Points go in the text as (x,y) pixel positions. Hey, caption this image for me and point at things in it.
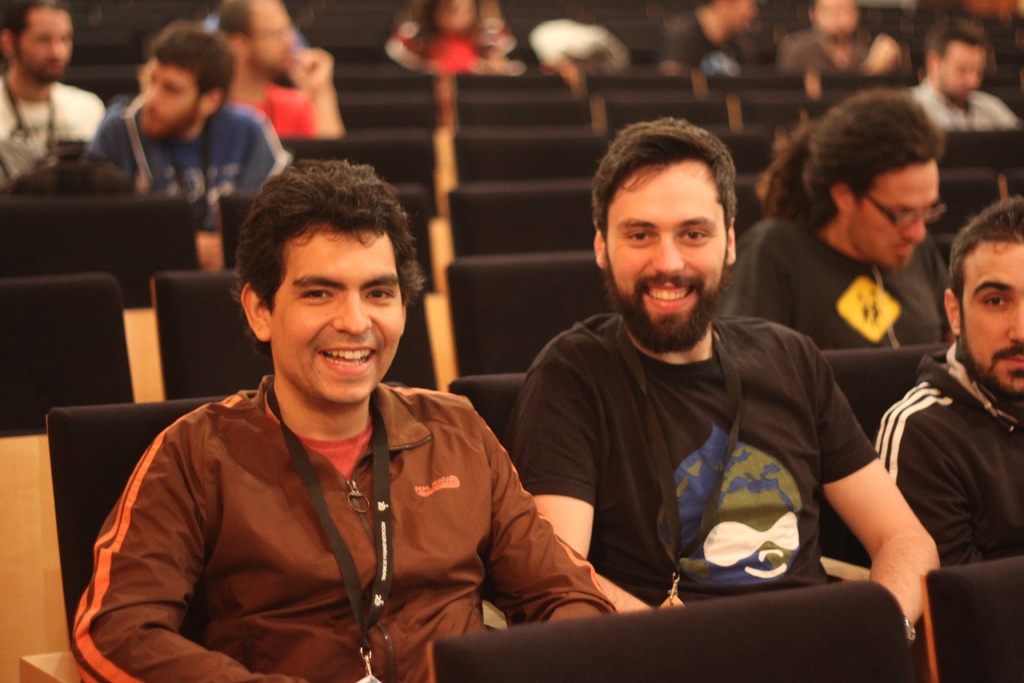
Front we can see people (662,497) are sitting on chairs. These two people (633,409) are smiling and wore tags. Background (954,99) it is blur. We can see people (893,116) are sitting on black chairs (487,236).
